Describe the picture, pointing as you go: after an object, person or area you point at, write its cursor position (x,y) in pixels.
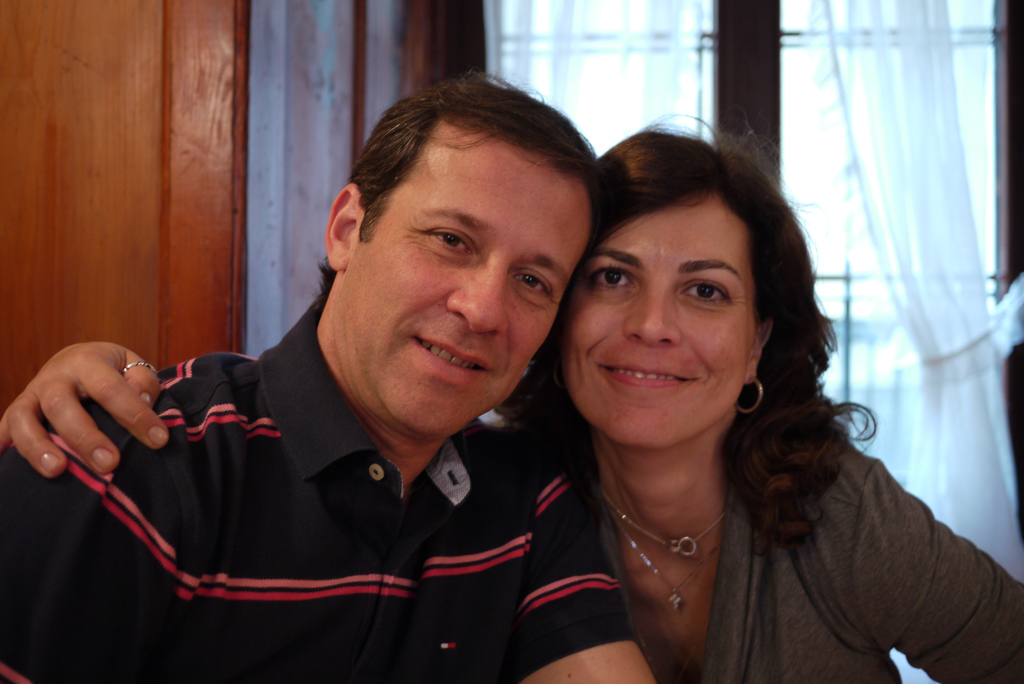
In the image we can see there are people (451,446) and behind there are curtains (544,58) on the window (778,104).
